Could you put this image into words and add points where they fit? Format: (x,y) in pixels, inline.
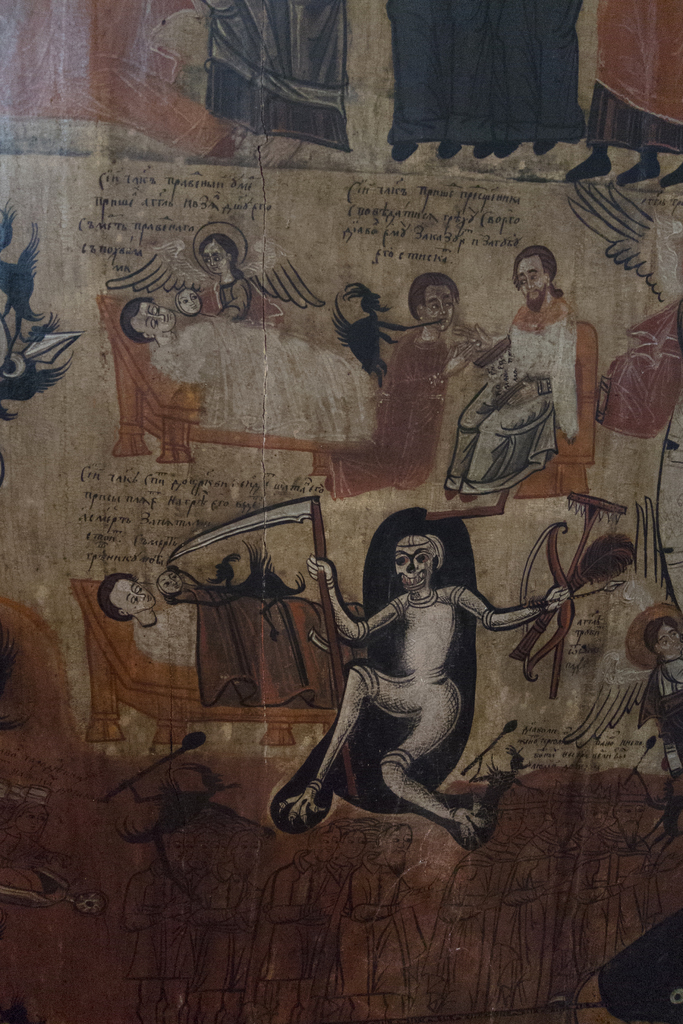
In this picture I can see there are some people (413,940). One of them is lying and other one is sitting on the chair (549,498) and there is some thing written on the painting (334,504).
